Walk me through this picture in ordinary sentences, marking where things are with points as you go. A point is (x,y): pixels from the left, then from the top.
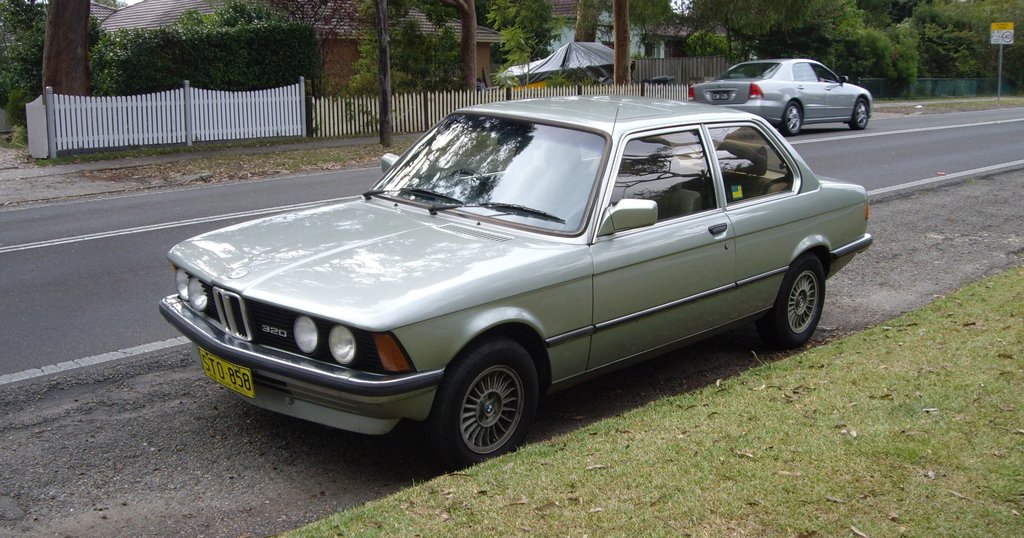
In this picture there is a silver color car (611,328) parked on the road side (820,454). Behind there is a white gate (107,125) and fencing (235,115). In the background (246,84) there is a house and some trees (457,73).
